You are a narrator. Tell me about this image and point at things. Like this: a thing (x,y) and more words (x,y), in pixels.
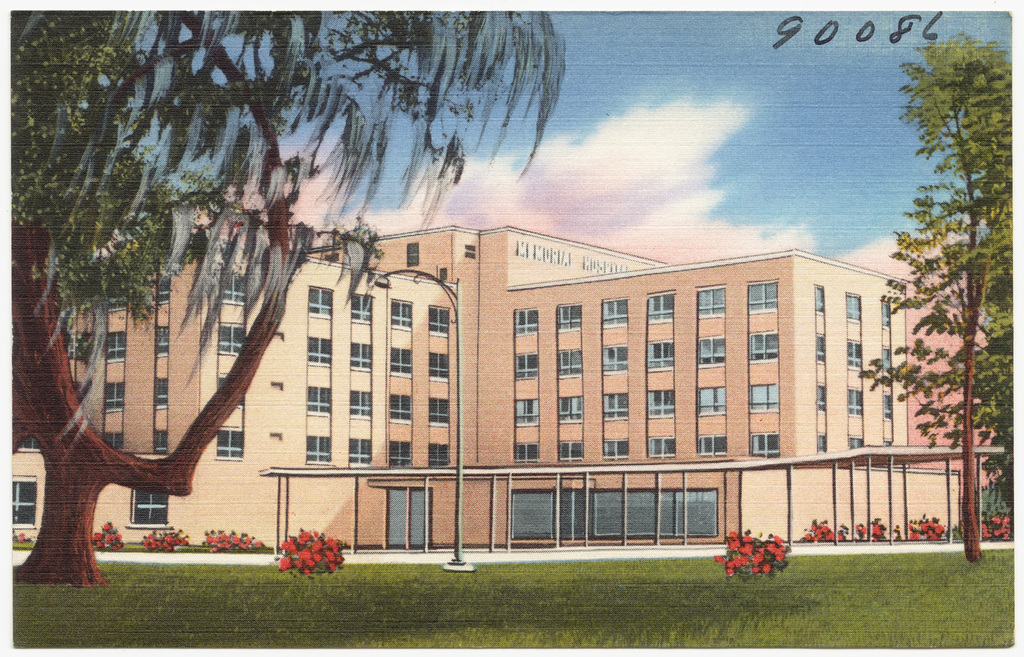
In this picture we can see the painting (518,273) of outside which includes green grass (741,601), plants (741,538), trees (106,316), buildings (660,374), street light (383,275), pole (428,273), sky (785,145) and clouds (630,180).
